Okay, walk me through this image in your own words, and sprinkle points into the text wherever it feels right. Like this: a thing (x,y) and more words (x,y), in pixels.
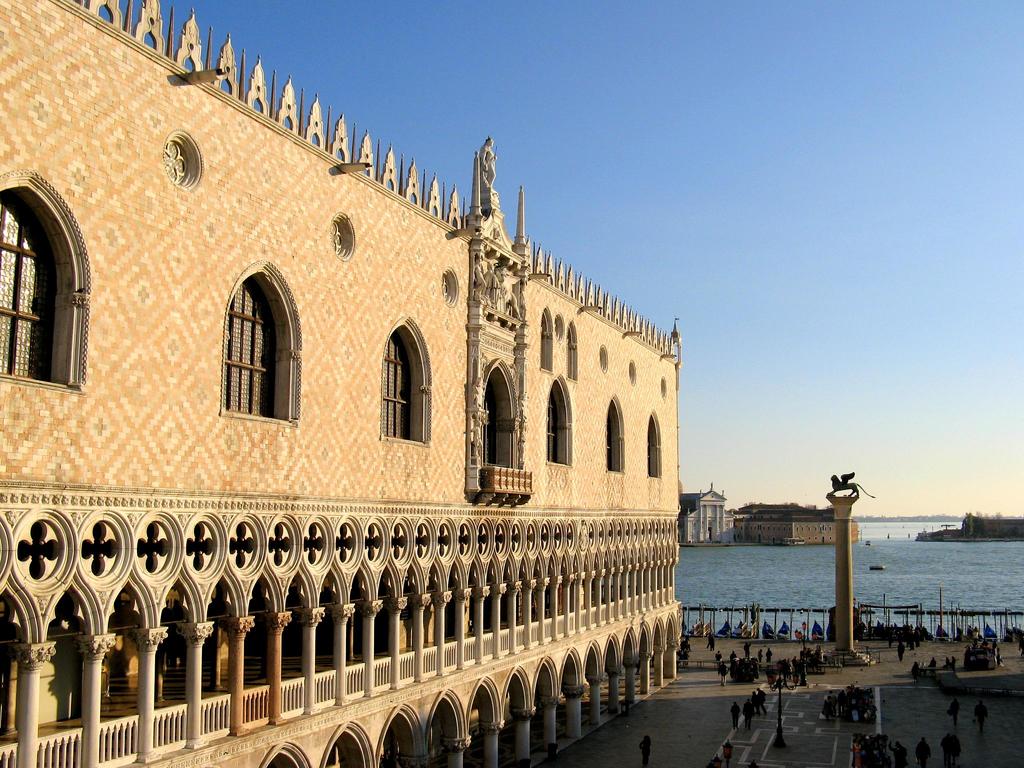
In this image we can see a building (541,599). On the buildings (540,665) we can see the windows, pillars (416,639), and a sculpture (485,186). On the right side (848,594), we can see a group of persons (842,711), a pillar (836,646) and water (826,599). Behind the water (868,569) we can see few buildings (984,530). At the top (698,185) we can see the sky (689,188).
